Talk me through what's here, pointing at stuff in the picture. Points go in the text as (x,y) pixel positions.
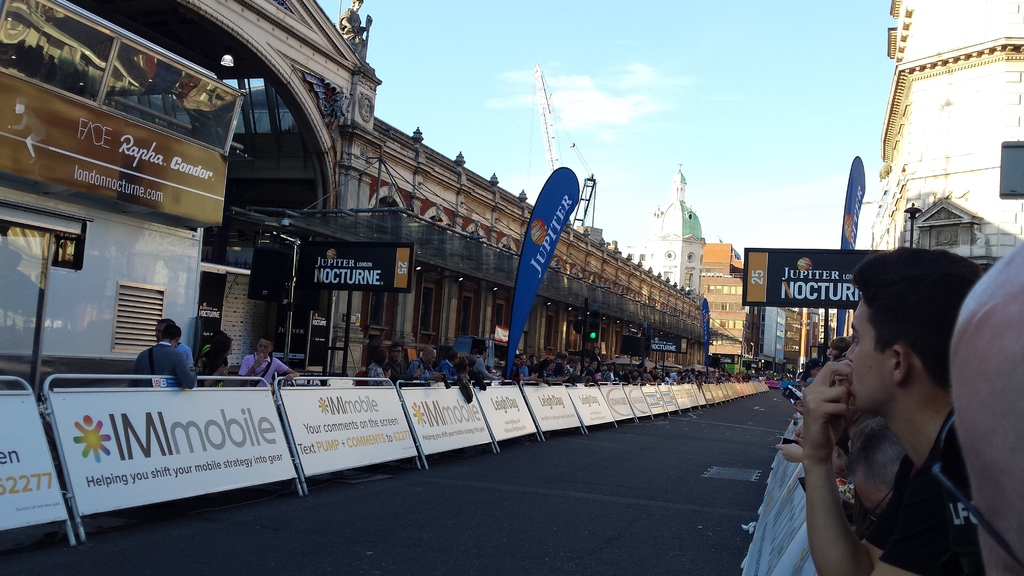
In this image, we can see a few buildings (924,146). We can also see some hoardings (783,276), boards (204,432) with some text (145,455). We can also see the ground (730,491). There are a few people (724,381). We can see some poles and the sky (586,90) with clouds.
